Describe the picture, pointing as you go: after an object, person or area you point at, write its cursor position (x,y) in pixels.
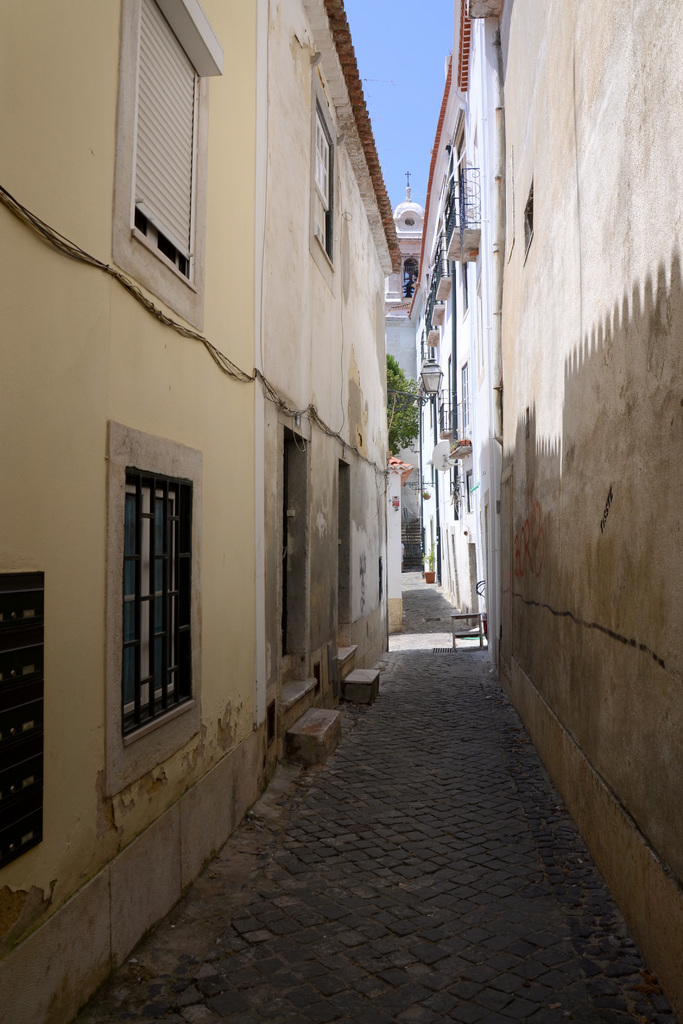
In this image we can see street (363,711), there are some buildings (347,594) on left (143,562) and right side of the image (523,541) and in the background of the image (427,56) there is tree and clear sky (409,94).
